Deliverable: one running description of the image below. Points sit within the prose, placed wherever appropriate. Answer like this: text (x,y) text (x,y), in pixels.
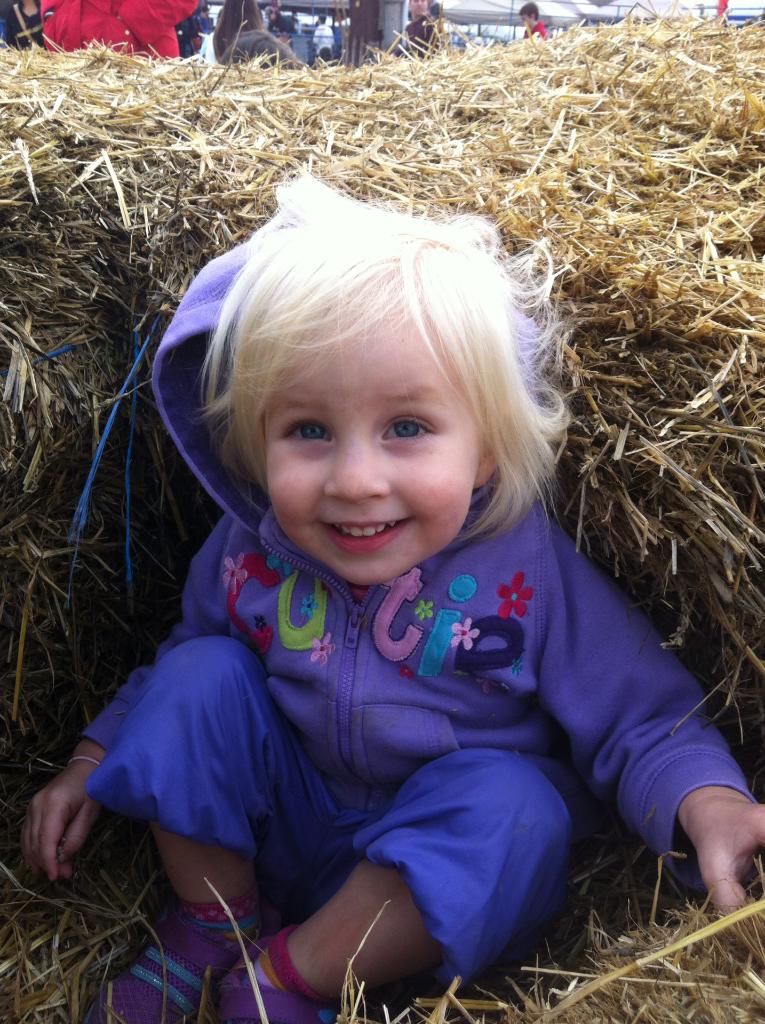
In front of the image there is a kid (403,463), behind the kid (344,594) there is dry grass (391,165), behind the dry grass (391,165) there are a few people (235,31) and tents (481,3).
